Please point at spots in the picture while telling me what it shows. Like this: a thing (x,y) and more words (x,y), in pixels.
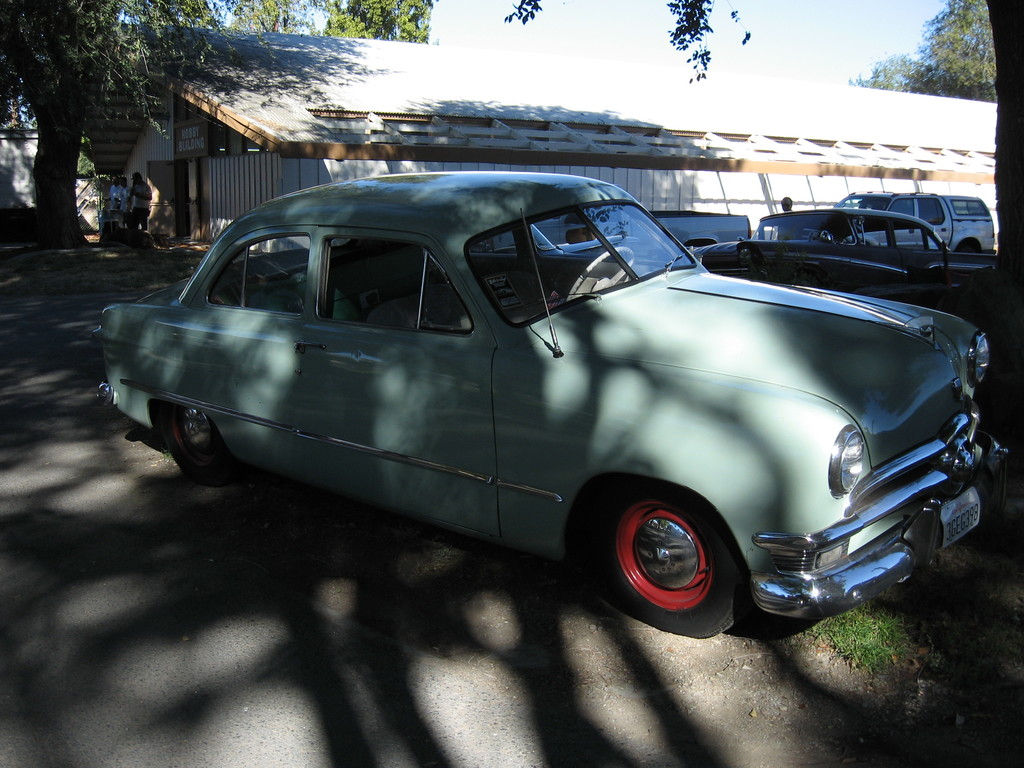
In this image we can see vehicles (397,250) on the ground (238,636). In the background (317,124) we can see few persons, trees (394,20), board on the wall (367,169), roof (747,104) and sky (700,64).
